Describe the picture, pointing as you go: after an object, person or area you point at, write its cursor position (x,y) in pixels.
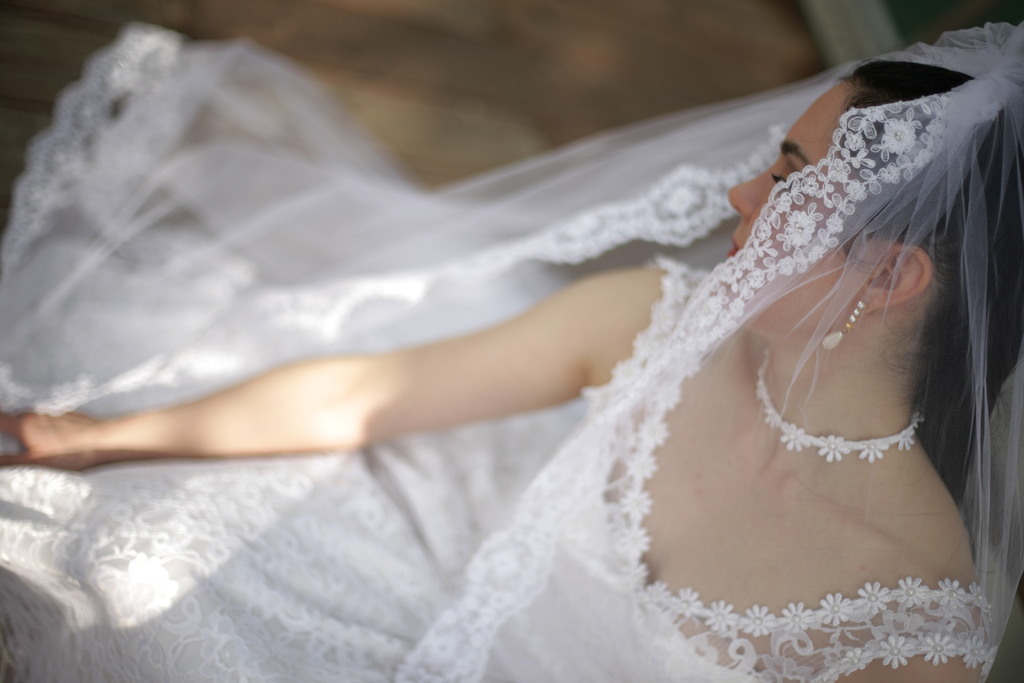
In this image, we can see a woman (413,526) wearing a white color dress (92,670).
